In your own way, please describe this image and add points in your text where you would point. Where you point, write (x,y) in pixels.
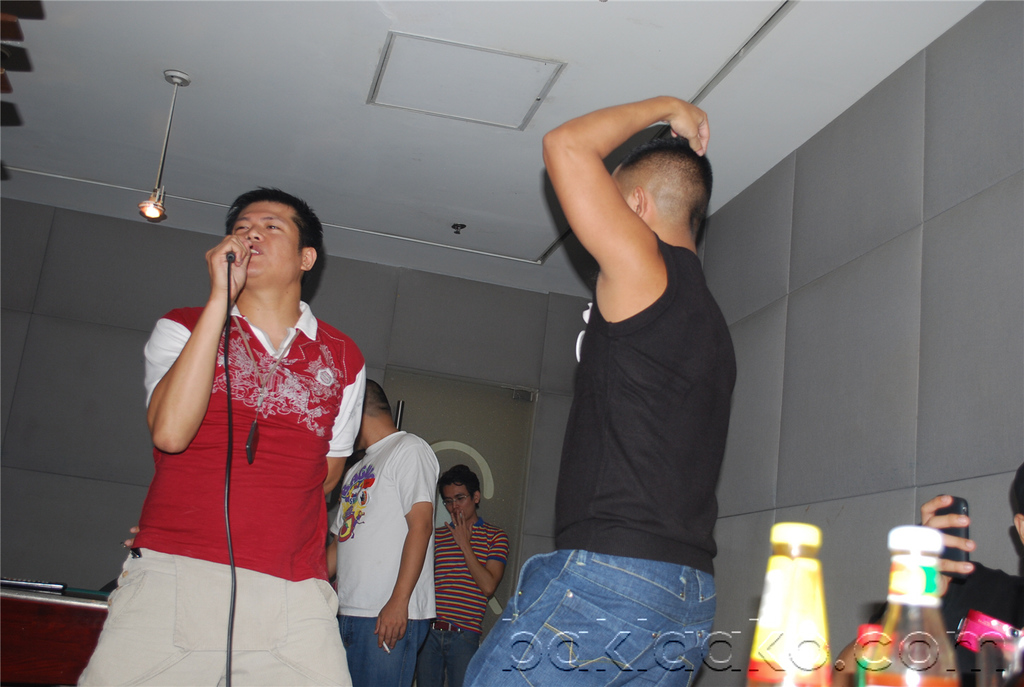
In this image I can see a group of people (365,426) are standing on the floor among them, the person (247,408) in the front (259,422) is holding a microphone (228,453) in his hands (212,262).
